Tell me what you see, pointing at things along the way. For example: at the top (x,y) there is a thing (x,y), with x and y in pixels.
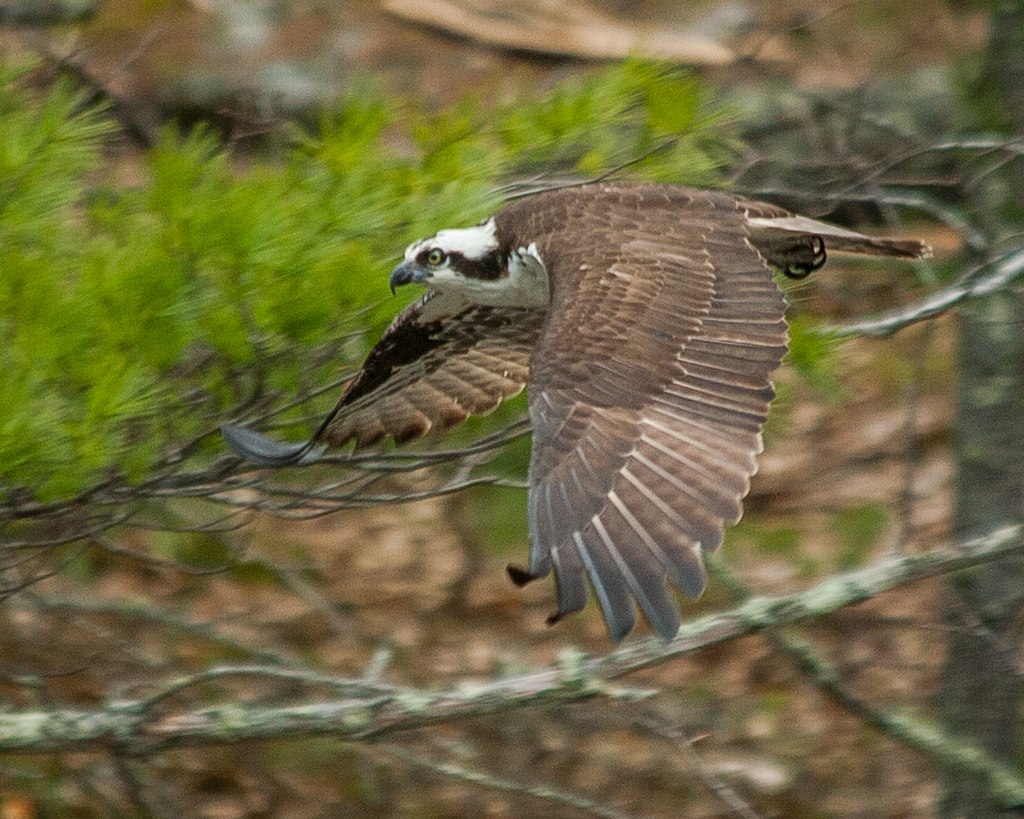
In the foreground of this image (536,319), there is an osprey (660,305) in the air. In the background (138,478), there is a tree (101,541) blur.
